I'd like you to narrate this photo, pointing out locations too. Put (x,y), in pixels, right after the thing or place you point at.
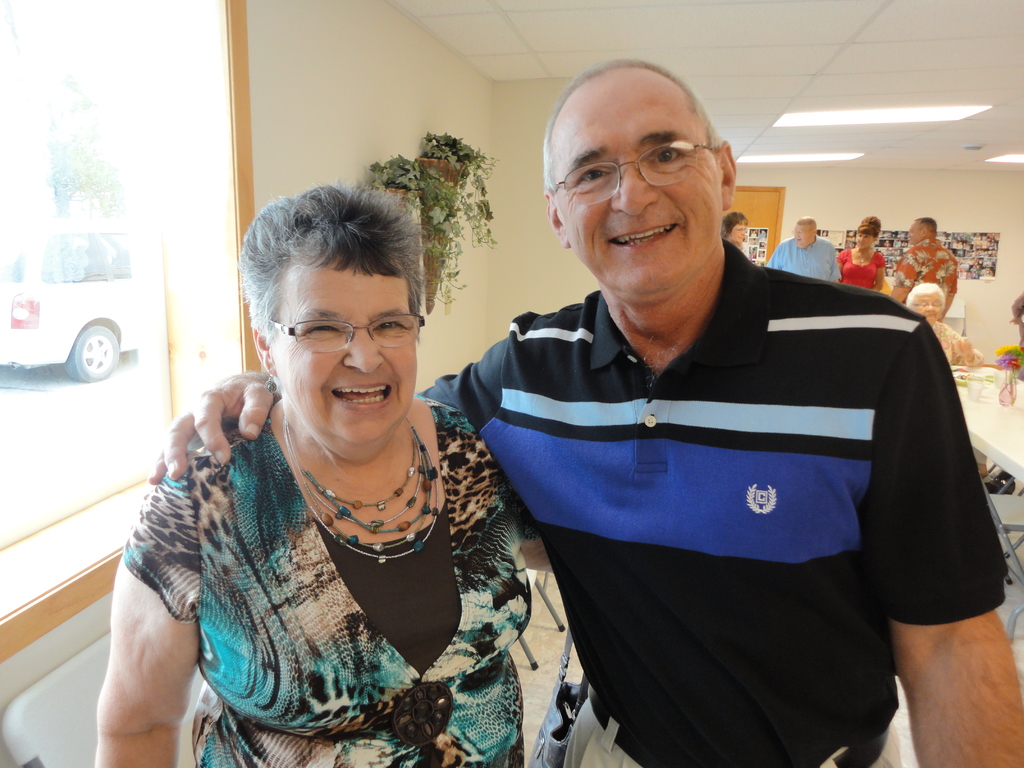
In this picture there are two persons (468,560) standing in the foreground (945,445). At the back (866,263) there are group of people (805,263) standing and there is a woman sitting at the table (1002,456) and there is a flower vase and glass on the table (1011,425) and there is a door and there are photos (876,241) on the wall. On the left side of the image (171,393) there are plants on the wall (462,324) and there is a window (178,277), behind the window (127,255) there is a vehicle (128,269) on the road (19,437) and there is a tree (82,185). At the top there are lights (862,116). At the bottom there is a floor (1021,595).
